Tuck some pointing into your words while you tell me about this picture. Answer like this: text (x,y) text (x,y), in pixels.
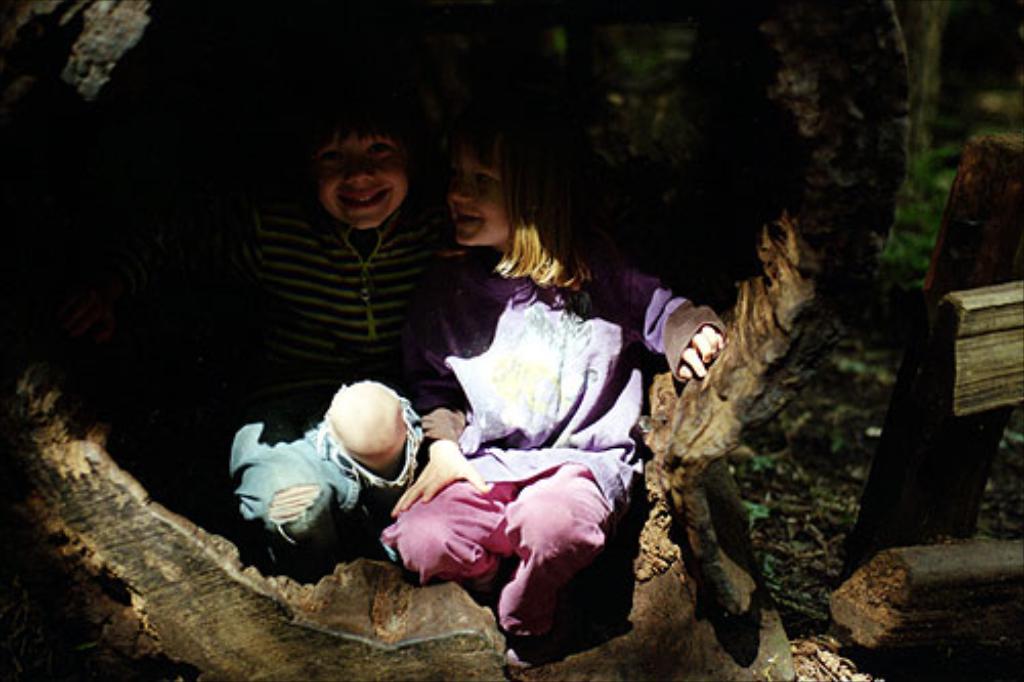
In the center of the image (348,384) we can see two kids (365,377) are sitting in a tree hollow (647,2). And we can see they are smiling. On the right side of the image (950,449), we can see some wooden object (947,428). In the background (625,104), we can see it is blurred.
